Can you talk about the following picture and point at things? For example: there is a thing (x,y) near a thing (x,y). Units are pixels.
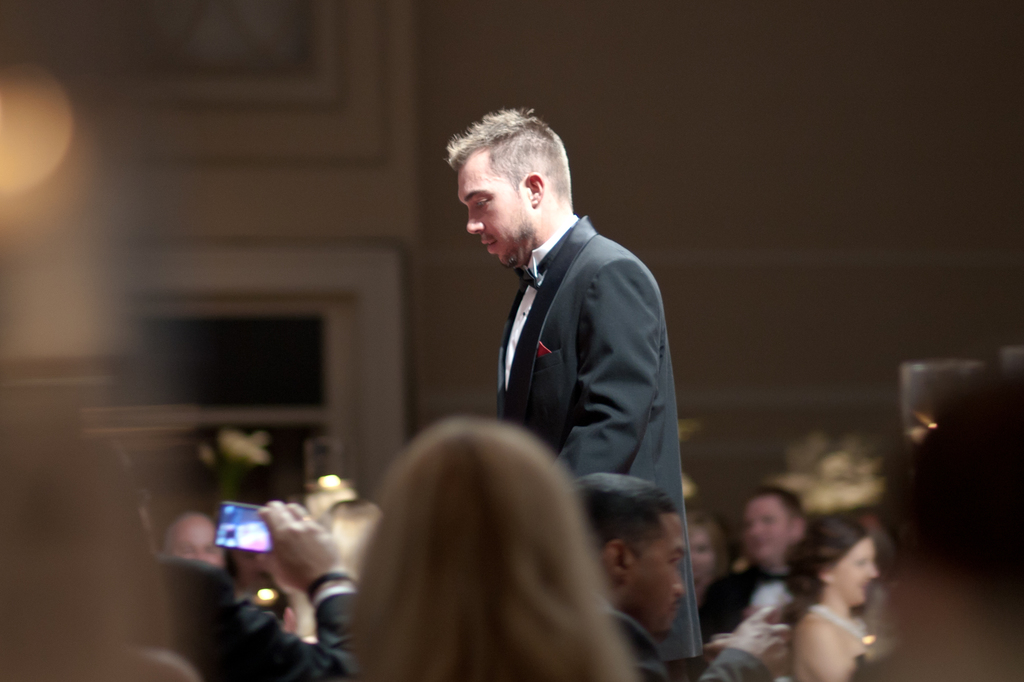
There is a man (563,234) standing in the center of the image (624,448) and there are people (393,506) at the bottom side (490,519), it seems like windows (287,295) and light shadow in the background (321,300).
